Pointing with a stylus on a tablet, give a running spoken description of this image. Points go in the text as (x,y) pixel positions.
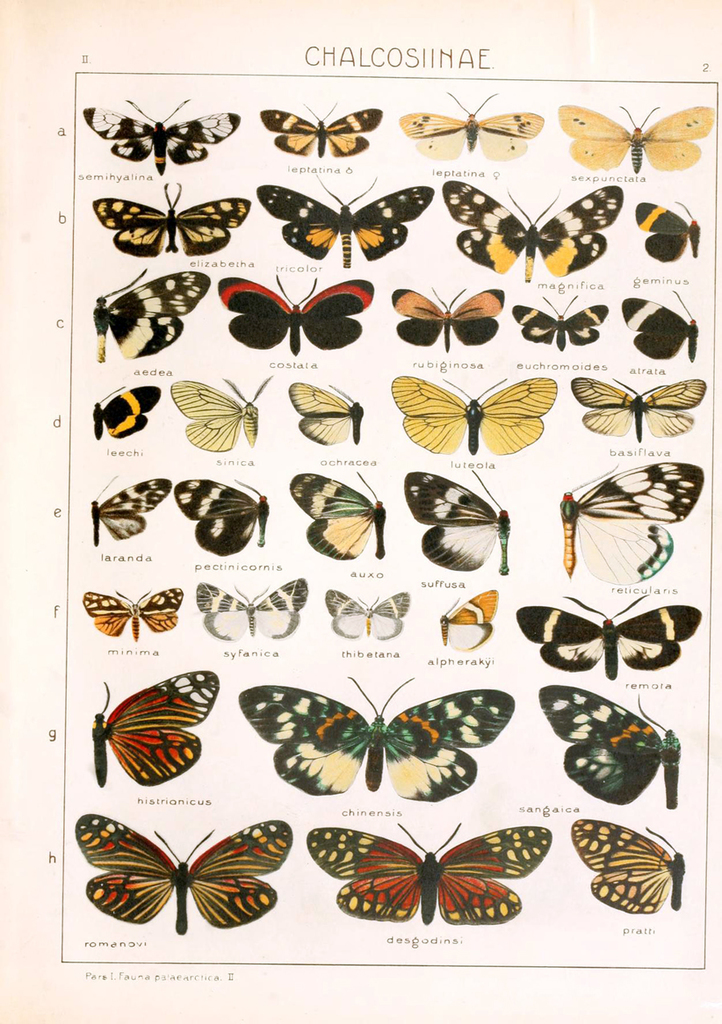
In this image we can see a poster (355,541) with some butterflies (586,648) and text (461,173) on it.
